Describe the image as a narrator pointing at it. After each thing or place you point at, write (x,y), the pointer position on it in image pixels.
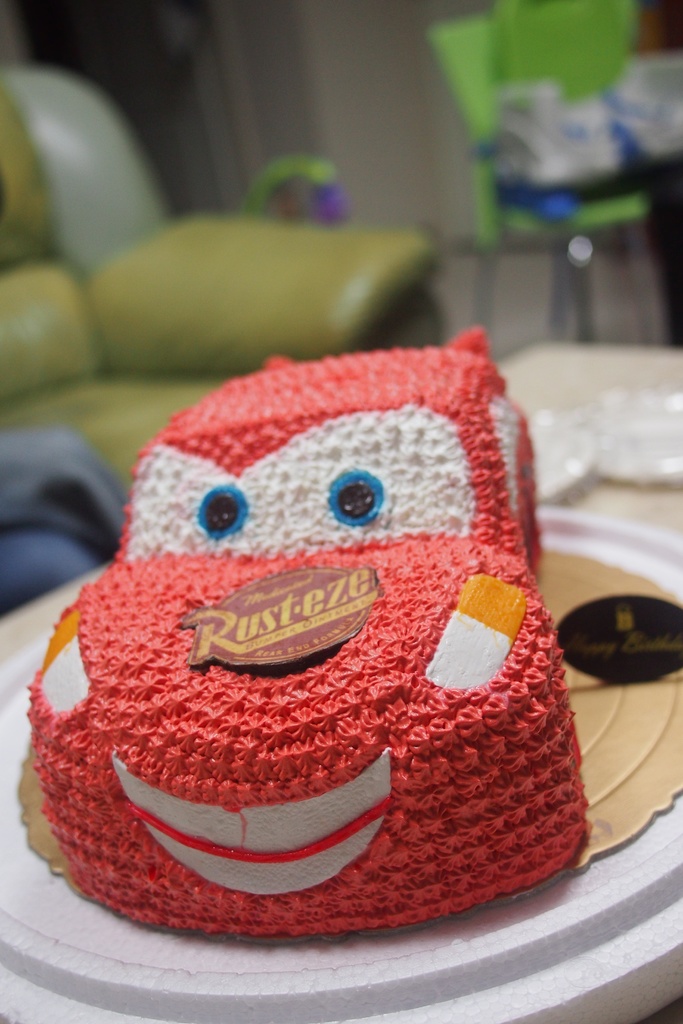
In the foreground (342,751) I can see a table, cake (521,740). In the background (189,357) I can see a sofa (289,350), chairs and a wall (285,92). This image is taken in a room (467,284).
